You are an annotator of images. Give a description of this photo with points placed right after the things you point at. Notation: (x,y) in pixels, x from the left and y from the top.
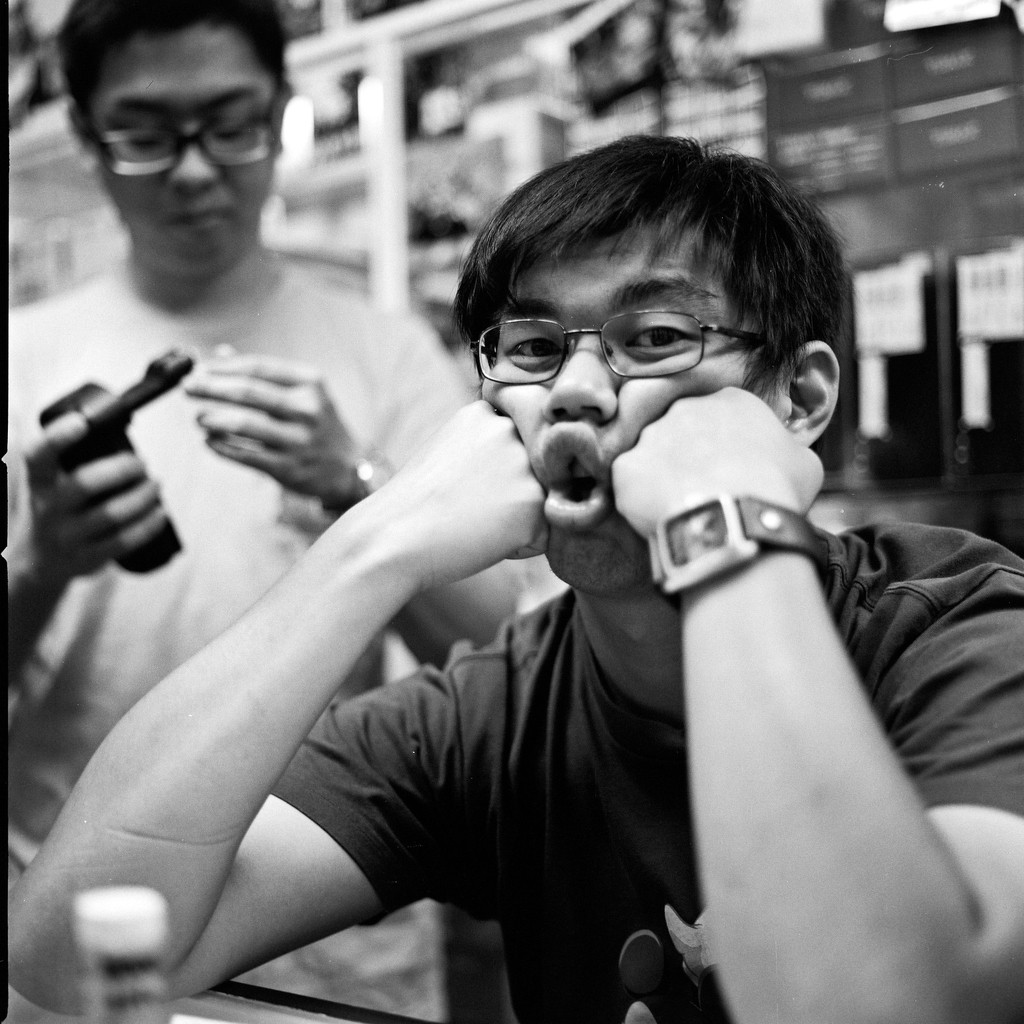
On the right side (761,693), there is a person (959,670) sitting and watching something. On the left side (120,912), there is an object (116,926) and there is a person (261,430) standing and holding an object (144,392). And the background (997,199) is blurred.
